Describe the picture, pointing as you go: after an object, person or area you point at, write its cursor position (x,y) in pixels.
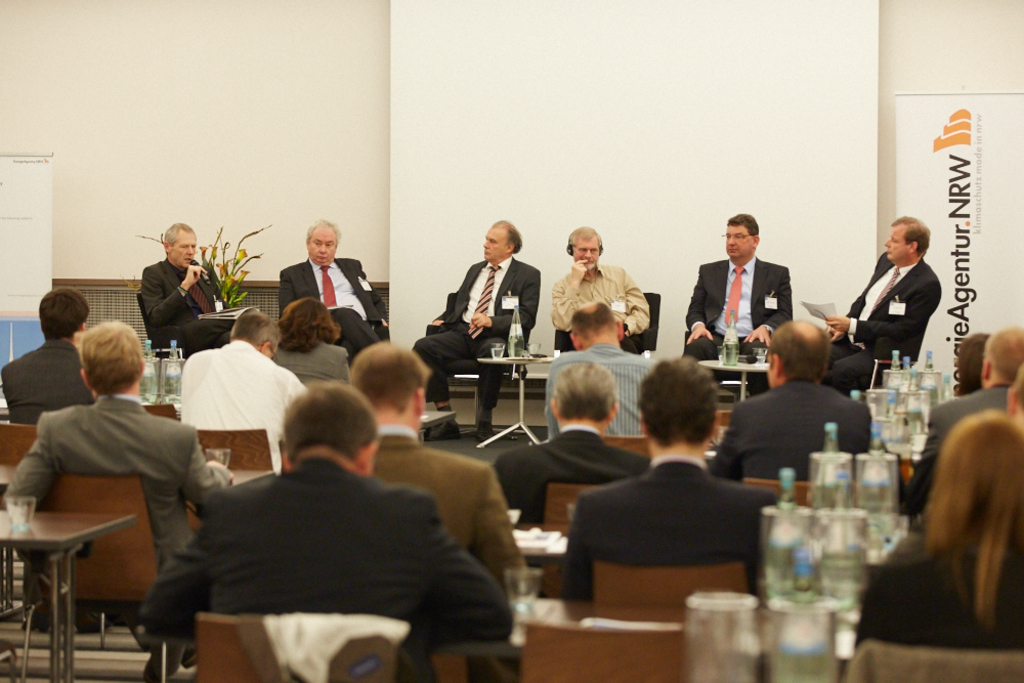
This picture is clicked in a conference hall (716,452). Here, we see many people (264,323) sitting on chairs (267,439). On table (518,427), we see many glass (796,549) and glass bottles (786,569). Behind these people (568,411), we see a white wall (433,140) on which a white board (956,176) with some text (960,287) is placed. On the left corner of the picture (21,199), we see a white board (43,266).
